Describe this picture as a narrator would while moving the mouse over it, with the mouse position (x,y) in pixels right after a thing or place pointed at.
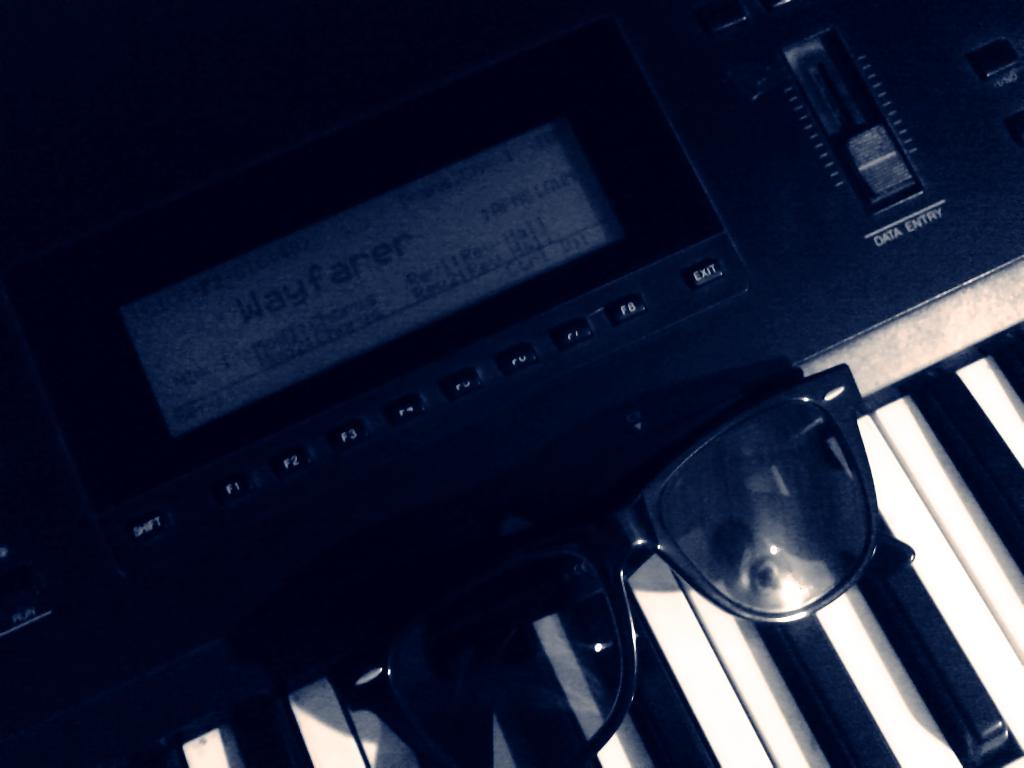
In this picture we can see a piano (228,302) and goggles (634,524) in black colour.
